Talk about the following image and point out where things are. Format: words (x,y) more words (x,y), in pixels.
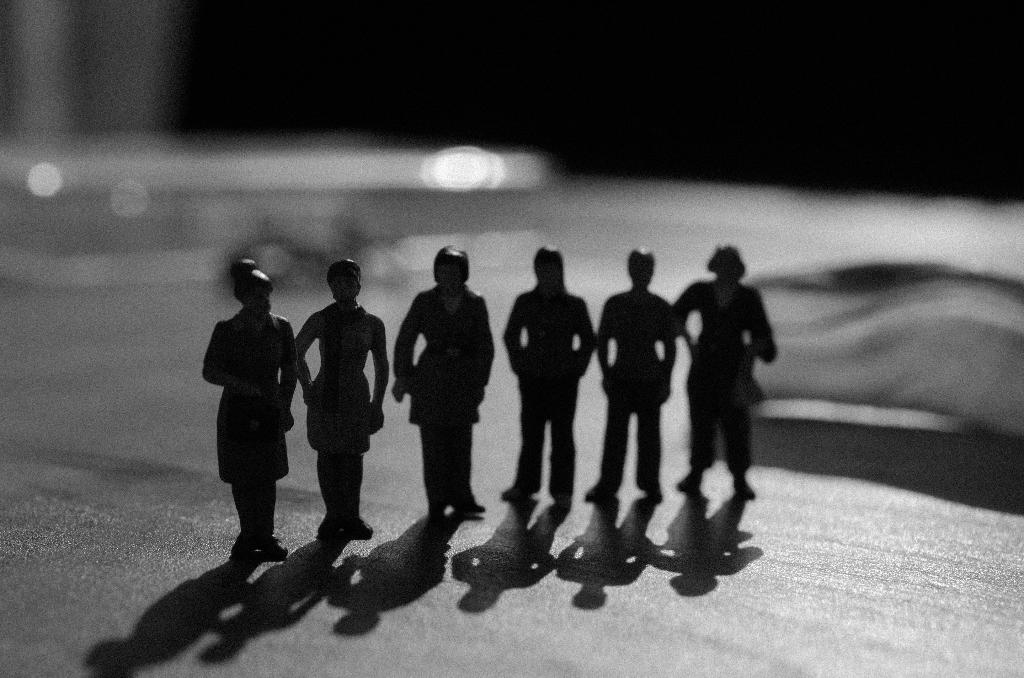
It is the black and white image in which there are six small toys (535,363) standing on the floor (539,567).
